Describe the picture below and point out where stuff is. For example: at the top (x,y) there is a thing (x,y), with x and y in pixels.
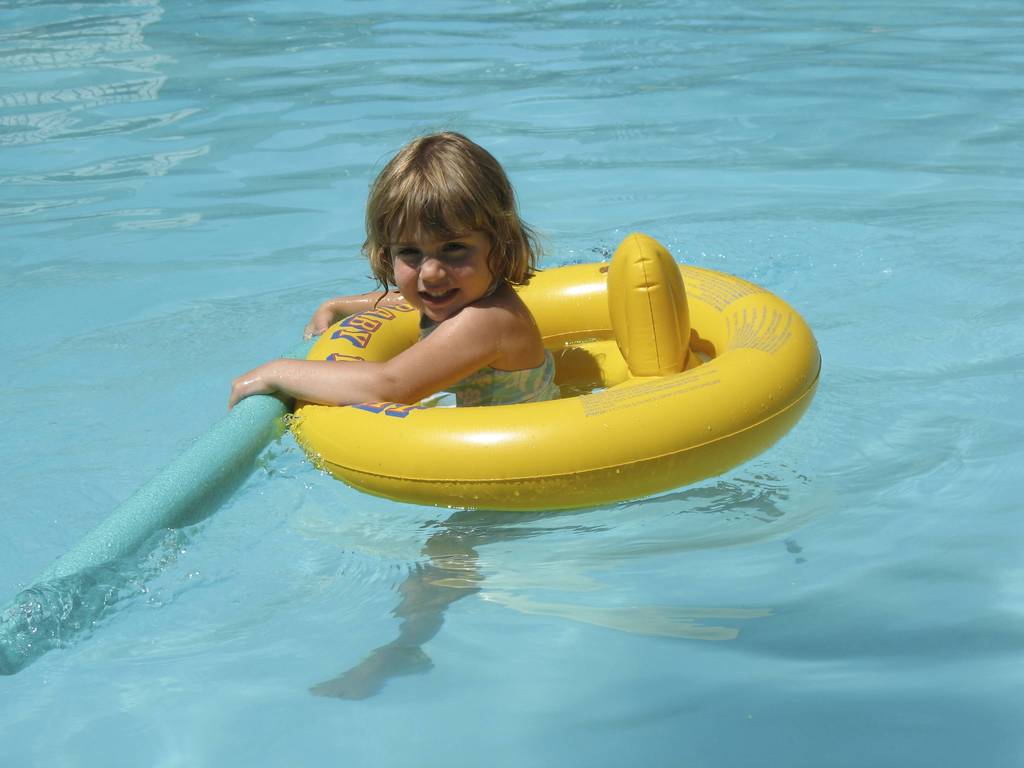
In this image I can see a girl (482,364) in the water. Here I can see a yellow color object (569,428) and blue color rod (245,406).
